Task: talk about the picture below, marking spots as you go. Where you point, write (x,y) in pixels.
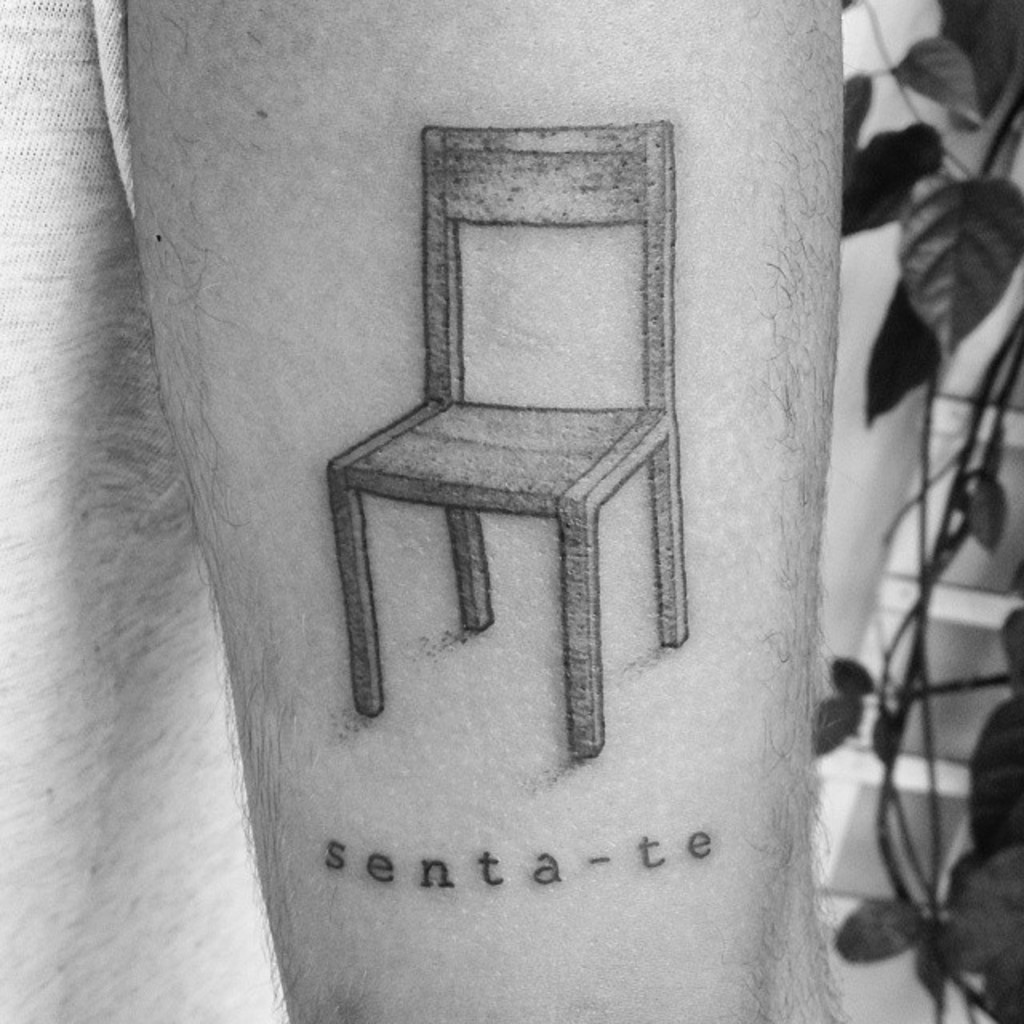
In this image, we can see a tattoo (515,479) on the human body (520,659). Left side of the image (209,761), we can see a cloth (131,746). Right side of the image (917,143), we can see a plant (1006,1013) with leaves (1011,995) and stems (985,680).
